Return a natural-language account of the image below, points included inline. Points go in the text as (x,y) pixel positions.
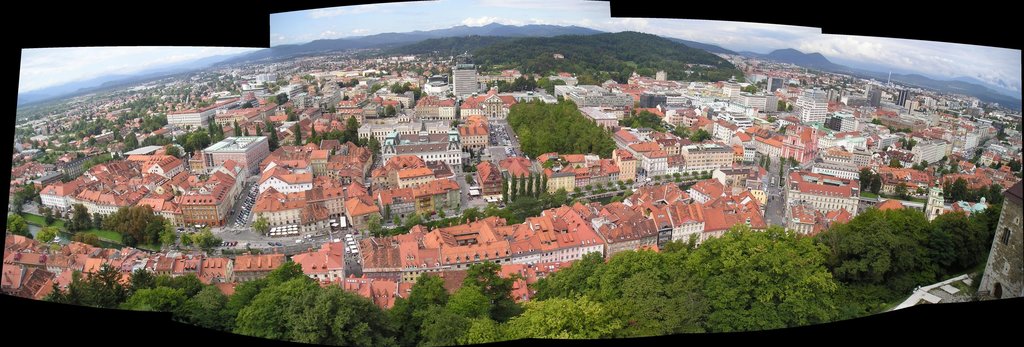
There are many trees (670,300), buildings (382,208) with windows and roads (357,228) in this image. In the background (219,67) there are hills (430,50) and sky (769,34) with clouds (751,39).
